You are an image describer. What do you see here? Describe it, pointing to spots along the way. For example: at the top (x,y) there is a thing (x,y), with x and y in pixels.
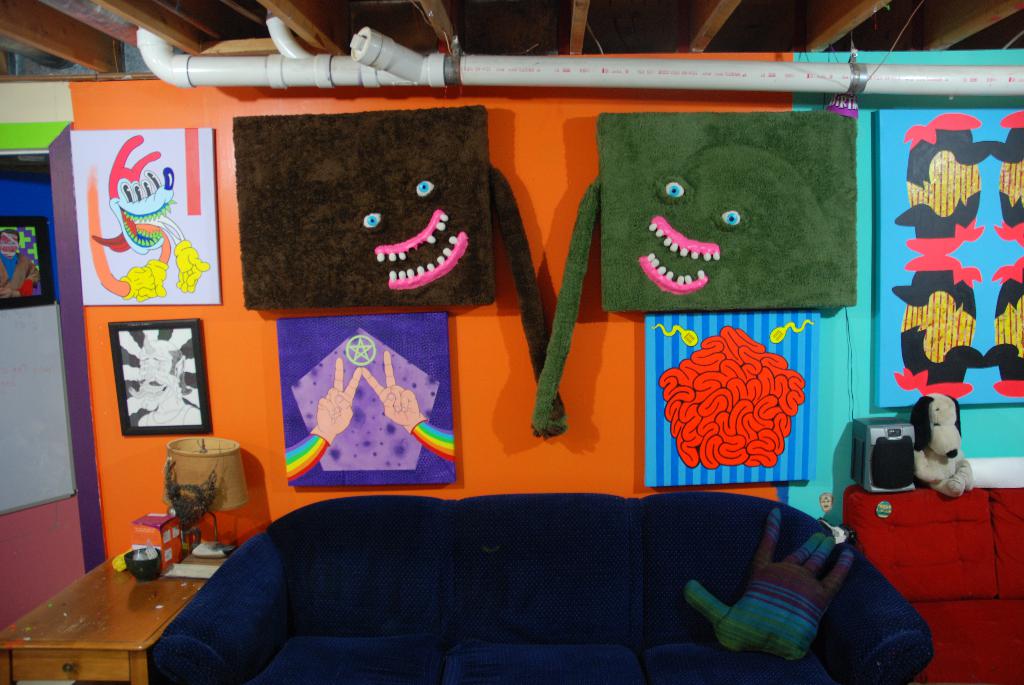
In this picture we can see a wall (553,456) on that Wall (544,456) we can see a Boards (725,225) which are been painted and some photo frames (191,386) in front of that there is a couch (501,615) and one pillow (775,593) right side of the couch (858,556) we can see sound box (887,452) and one dog toy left side (48,628) we can see a table (126,641) on the table (149,596) we have a lamp (239,478) and one bowl (145,578) and top of the picture (471,65) there is a pipeline (510,80).
